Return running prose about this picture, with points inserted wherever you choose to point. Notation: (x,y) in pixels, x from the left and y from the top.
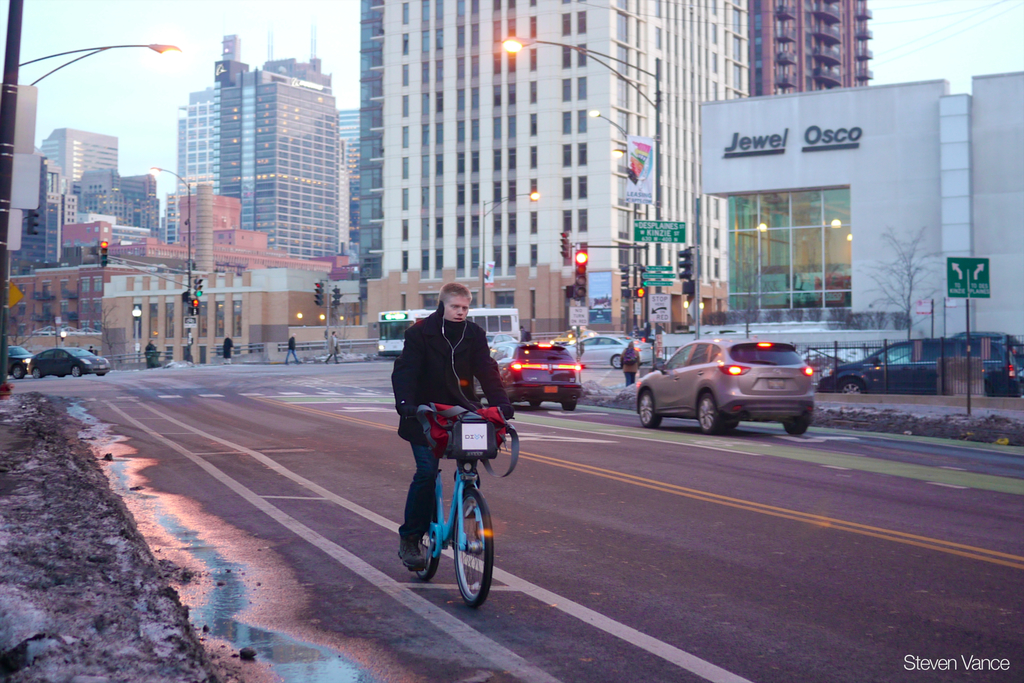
In this image I can see a road (354,483) in the centre (342,441) and on it I can see a man (408,515) is sitting on his bicycle (462,523) in the front (450,490) and in the background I can see number of vehicles (78,366). I can also see number of poles (2,339), street lights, number of buildings (506,161), number of boards (658,229), few people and on these boards (980,263) I can see something is written. On the right side of this image (892,243) I can see a tree (913,295) and on the bottom right side (998,665) I can see a watermark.
